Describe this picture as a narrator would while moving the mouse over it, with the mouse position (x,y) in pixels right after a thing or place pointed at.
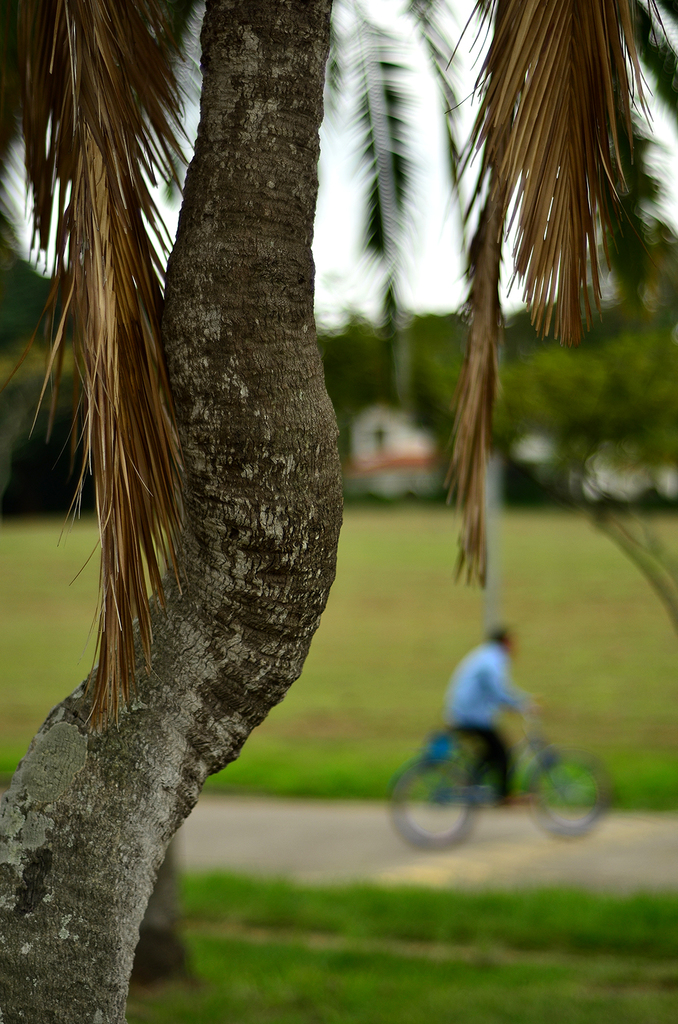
In this image there is a tree (282,302) at the foreground of the image (286,584) and at the background of the image (478,683) there is a person (503,759) riding bicycle (545,766).
